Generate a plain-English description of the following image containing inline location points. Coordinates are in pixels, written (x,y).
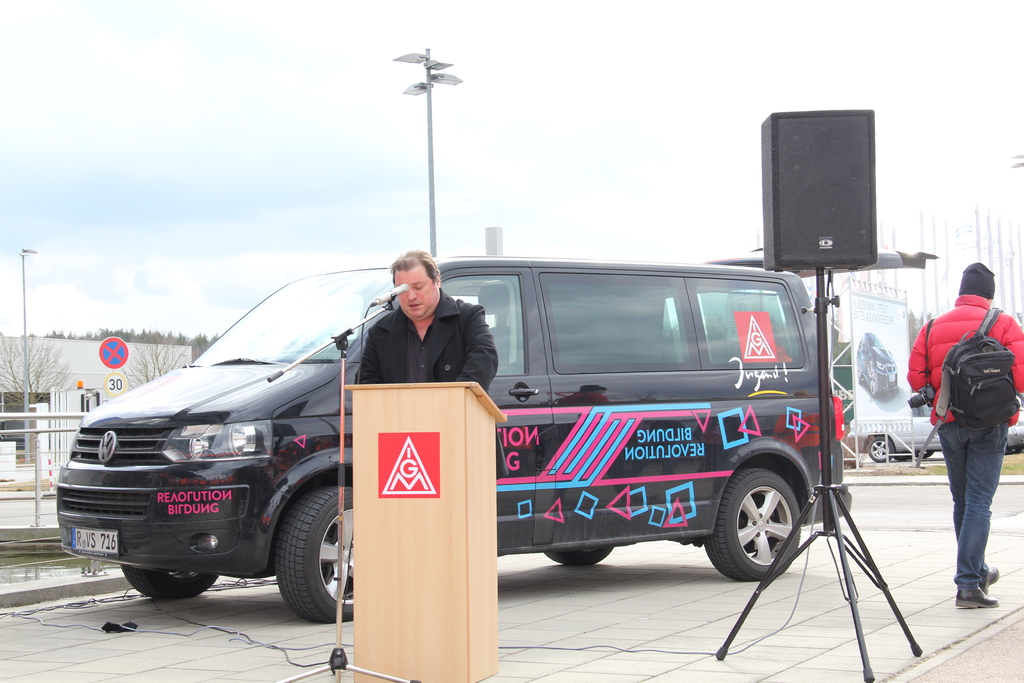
In this image, we can see vehicles (662,404) on the road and there are some people (483,341) and one of them is wearing a bag (963,396) and a camera (927,387) and the other is wearing a coat (445,343) and there is a podium (403,486) and a mic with a stand (341,431) and there is another stand (840,530). In the background (885,312), there are poles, boards (897,319) and we can see a building (140,362) and there are railings (55,430). At the top (492,20), there is sky (617,37).
